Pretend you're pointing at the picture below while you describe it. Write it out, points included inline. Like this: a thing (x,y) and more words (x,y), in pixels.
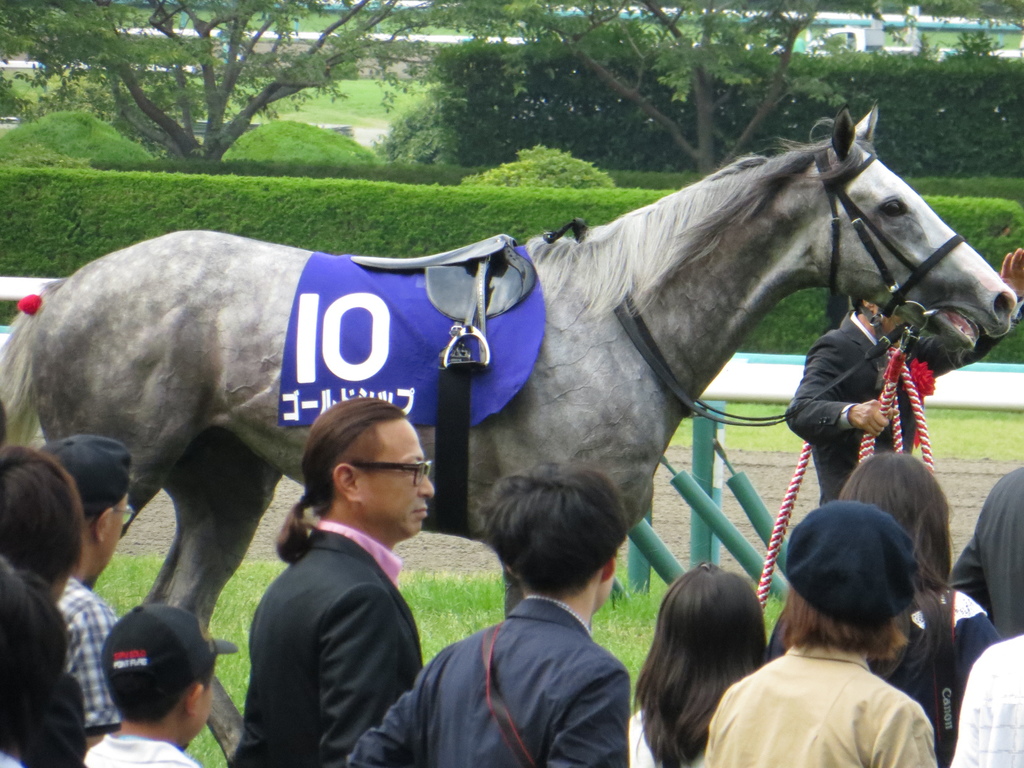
Here we can see a horse (746,234) and a saddle (436,278) on it, and here a person (844,404) is standing, and here a group of persons (888,612) are standing, and here are the trees (237,32), and here is the grass (356,93).
